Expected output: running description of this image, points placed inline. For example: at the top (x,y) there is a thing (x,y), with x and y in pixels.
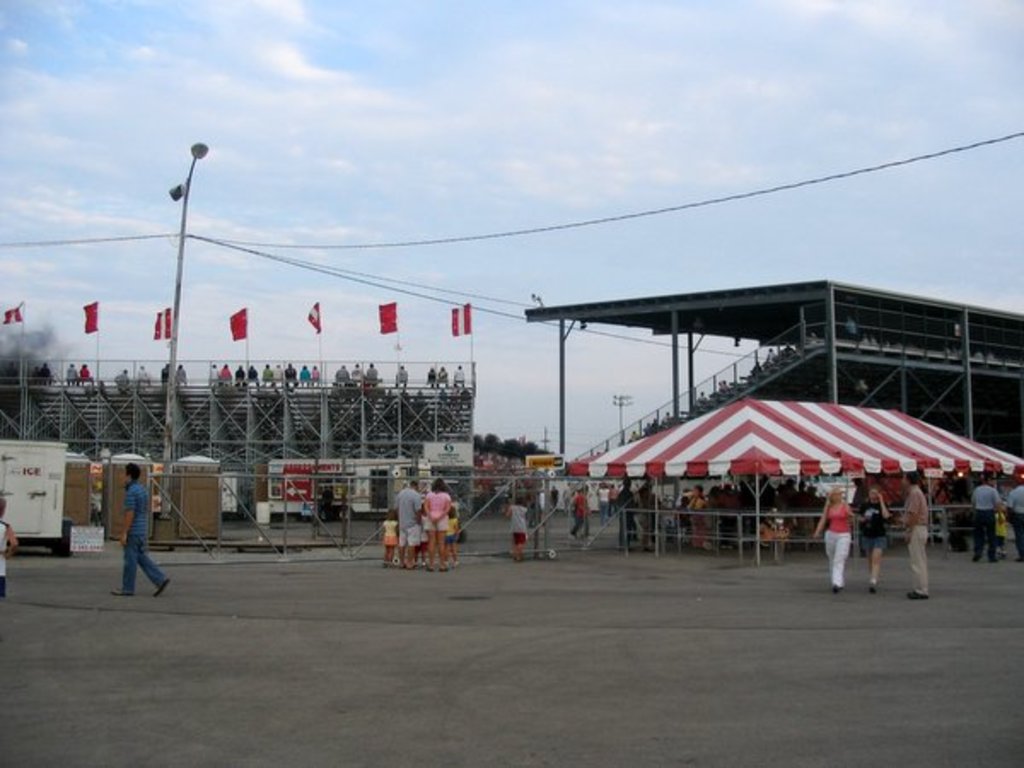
In this image, on the right side (804,419), we can see a shed (720,451) and there are some people (879,550) walking and some people (445,563) standing, we can see some flags (92,322). At the top (120,140) we can see the sky (191,264).
